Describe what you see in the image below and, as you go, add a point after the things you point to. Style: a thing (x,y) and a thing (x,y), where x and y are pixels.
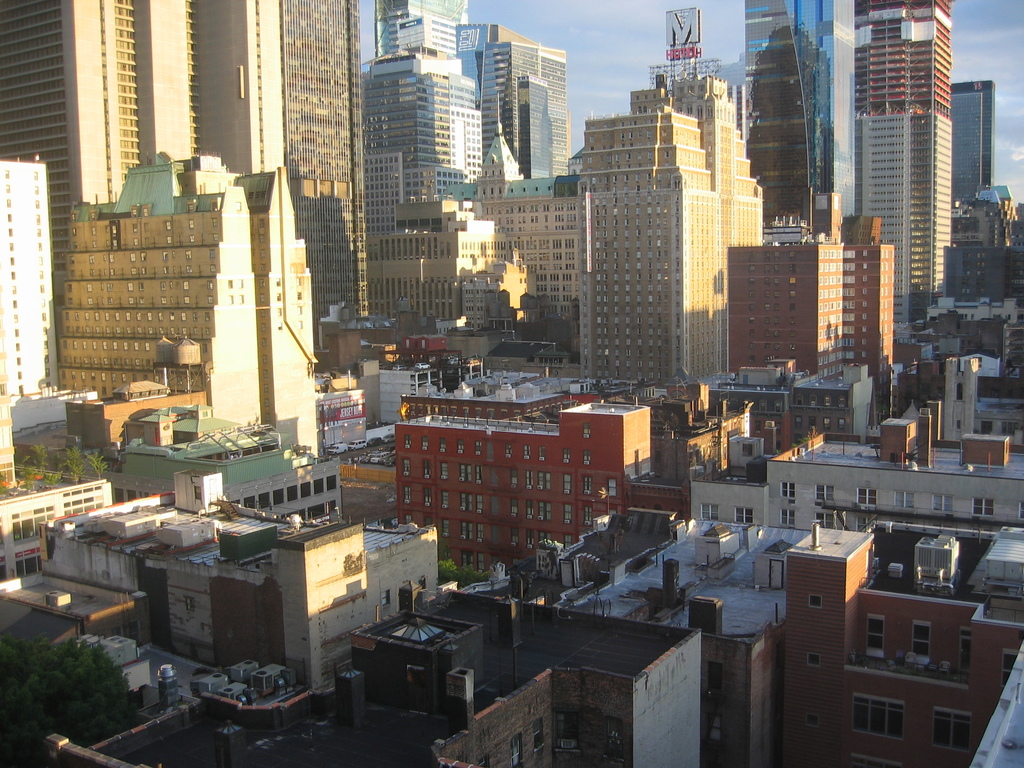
In the image there are many buildings (389,535) and towers (625,265) and on the left side (60,701) there is a tree (23,674).
